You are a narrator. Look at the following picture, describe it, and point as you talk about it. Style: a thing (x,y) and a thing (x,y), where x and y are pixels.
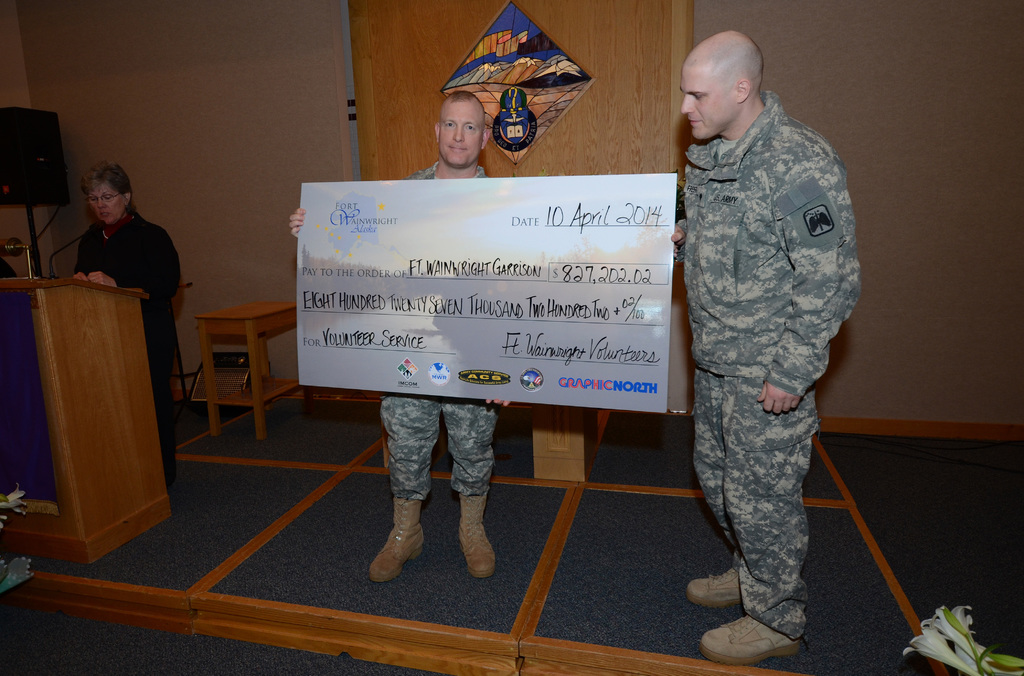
This picture describe about the two military men (742,353) standing on the stage (425,528) and receiving the cheque (307,320). Beside we can see women (159,271) wearing black coat (157,254) is giving a speech near the speech desk (67,301). Behind We can see black speaker (60,169) and wooden panel (400,21) in the center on which military symbol (486,118) can be seen.
